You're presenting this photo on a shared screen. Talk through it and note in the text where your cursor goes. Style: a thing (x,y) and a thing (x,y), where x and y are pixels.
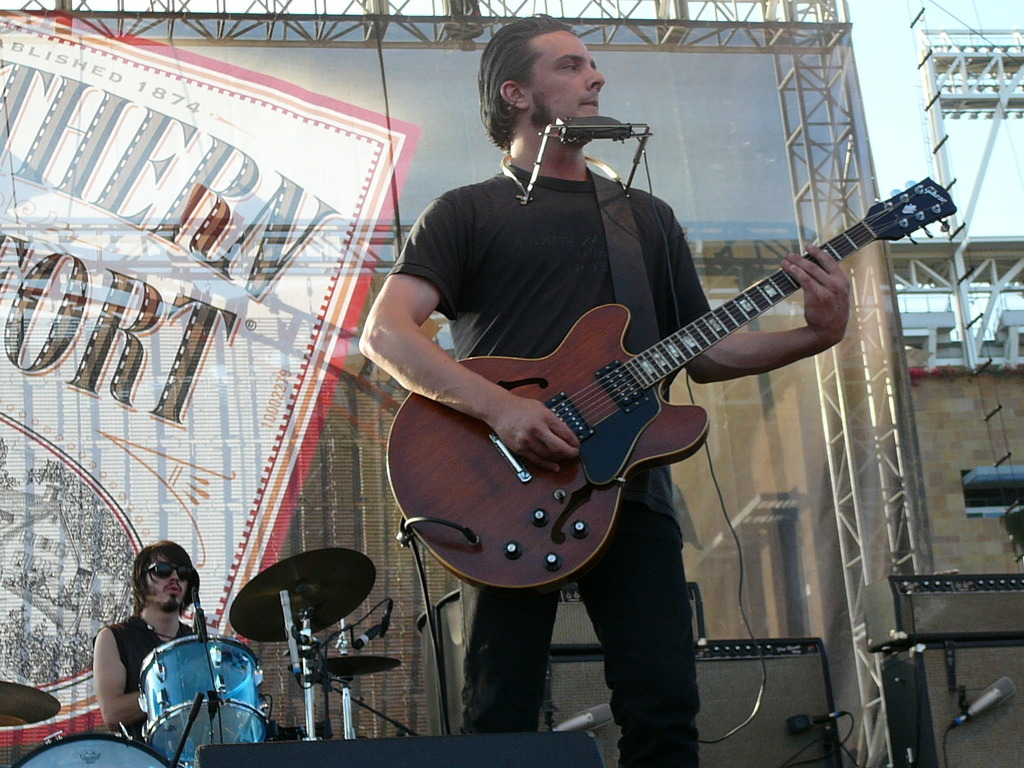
In the image we can see there is a man (563,64) who is standing and holding guitar (404,490) in his hand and at the back (176,582) there is another person (165,626) sitting and playing drums (198,736).
